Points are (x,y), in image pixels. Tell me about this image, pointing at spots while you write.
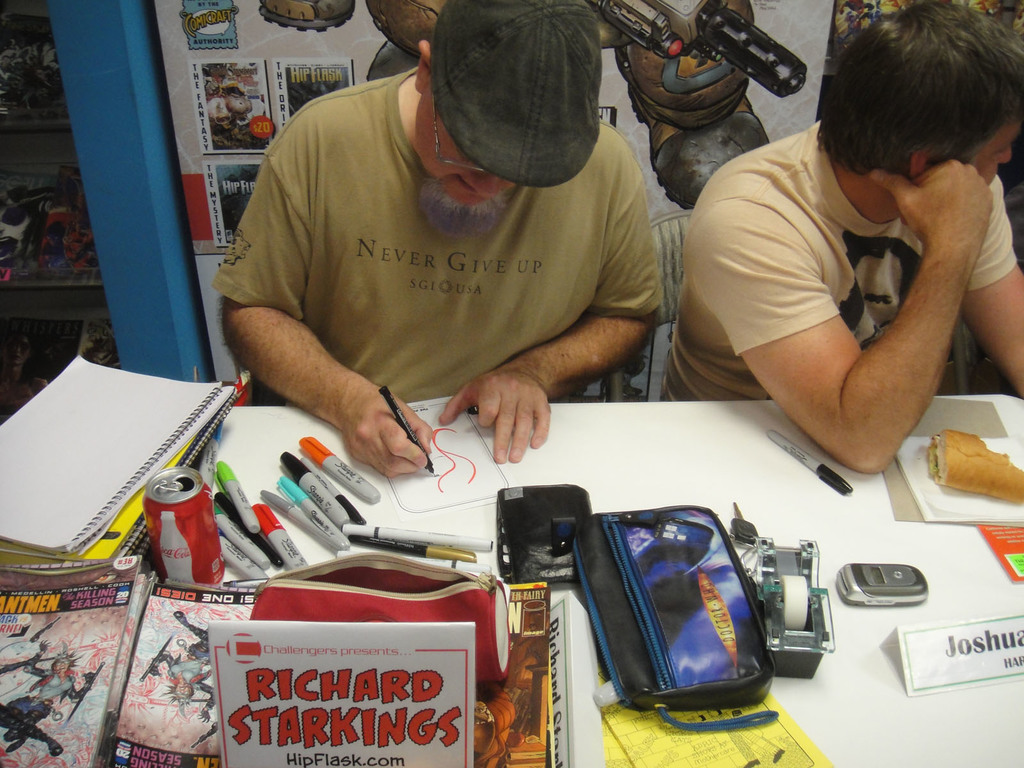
In this image in the front (692,466) there is a table (855,654). On the table (886,681) there are pens (313,500), there are books (106,525), there is a coke tin (207,570), there is a bag (676,639) and there is a nameplate (1007,640). On the right side of the table (1002,591) there is food (972,490). Behind the table (657,443) there are persons (640,269) sitting. In the background (392,51) there are posters (275,66) with some text (279,80) written on it.
